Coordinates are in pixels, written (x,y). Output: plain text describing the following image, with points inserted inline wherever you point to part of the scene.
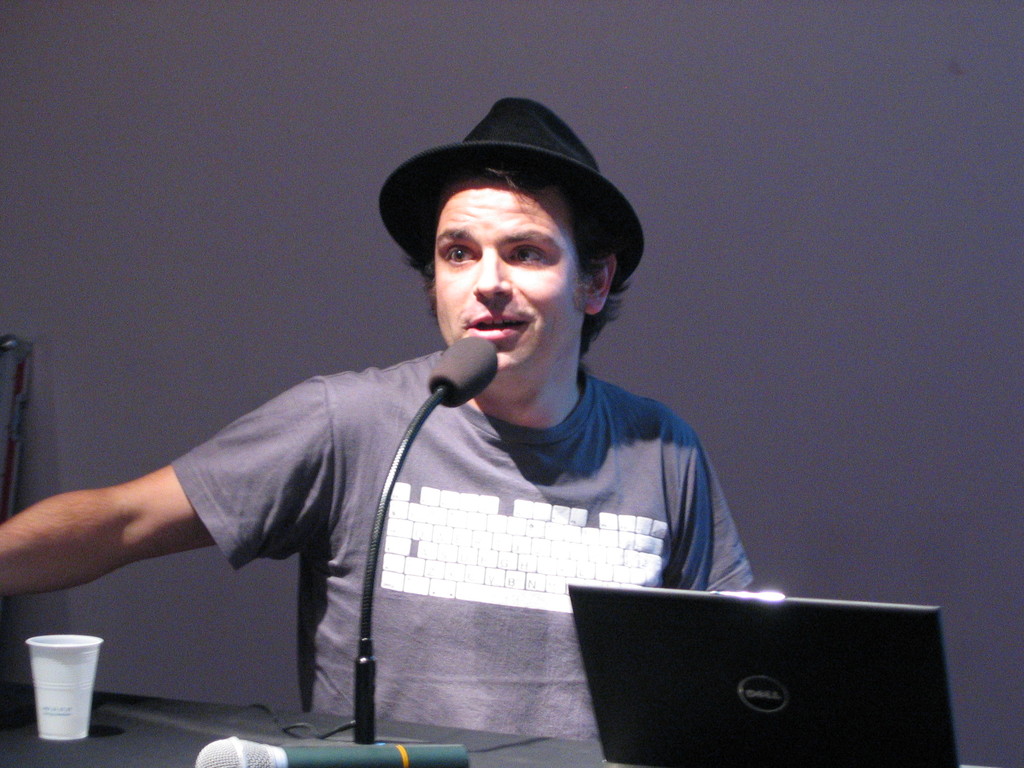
In the image in the center (675,449) we can see one person (697,543). And we can see he is wearing a black color hat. In front of him, there is a table (176,739). On the table (158,726), we can see microphones (212,749), glass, wire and laptop (910,704). In the background (572,94) there is a wall (599,100).
